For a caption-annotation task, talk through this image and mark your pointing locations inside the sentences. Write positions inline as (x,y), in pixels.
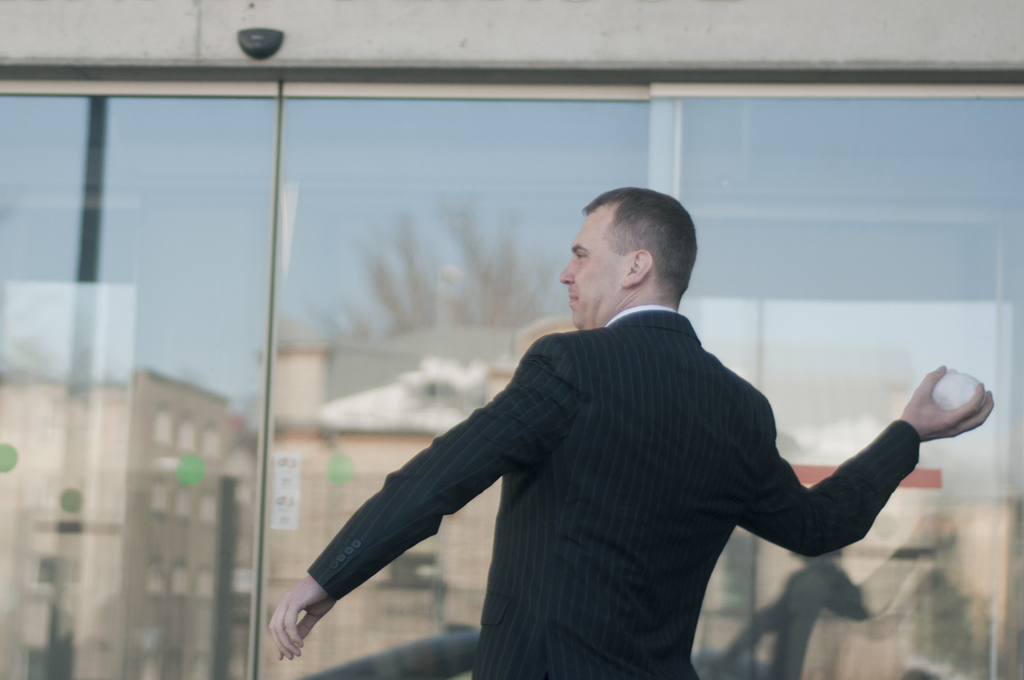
In this image we can see a person (908,424) wearing a suit (911,440) is throwing an object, behind him there are glass walls (1007,110) and we can see the reflections (16,577) of buildings (6,545) and trees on it.
